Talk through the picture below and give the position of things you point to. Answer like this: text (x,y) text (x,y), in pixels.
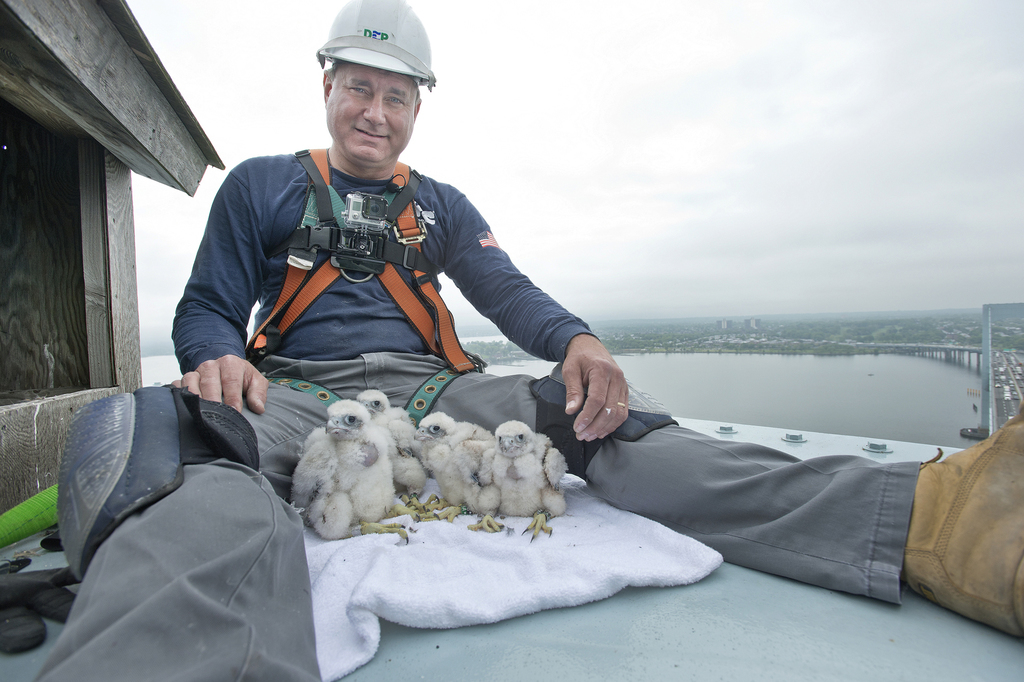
In this image I can see a man (320,415) is sitting, I can see he is wearing knee guards (629,434), white colour helmet (384,44), blue t shirt (358,314), brown shoe (988,460) and pant (721,499). Here I can see white colour cloth (533,566) and on it I can see few white colour birds (427,470). In the background (690,408) I can see water (906,411), number of vehicles (1001,384) and the sky (720,189).
